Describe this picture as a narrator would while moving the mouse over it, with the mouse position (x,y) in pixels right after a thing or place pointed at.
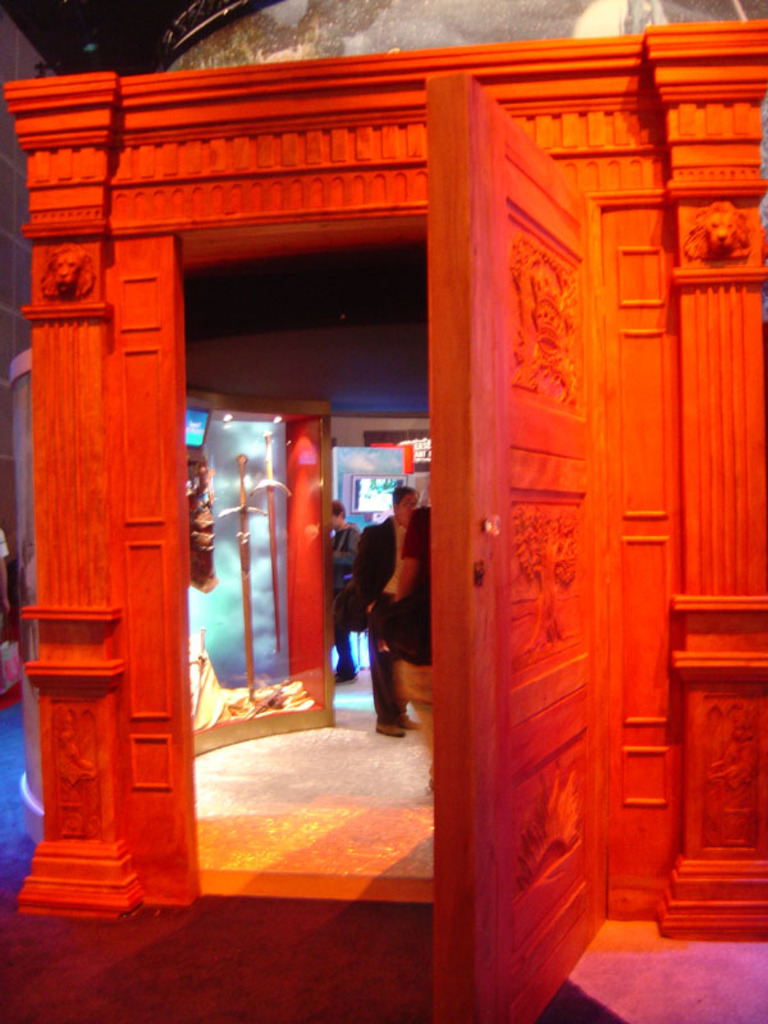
In this image we can see the entrance (494,463). In the background of the image (284,568) there are some persons (369,563), pillar (319,538), wall (317,688) and other objects (242,704). At the top of the image (480,28) there is an object (748,7). At the bottom of the image (662,955) there is the floor (413,975).
